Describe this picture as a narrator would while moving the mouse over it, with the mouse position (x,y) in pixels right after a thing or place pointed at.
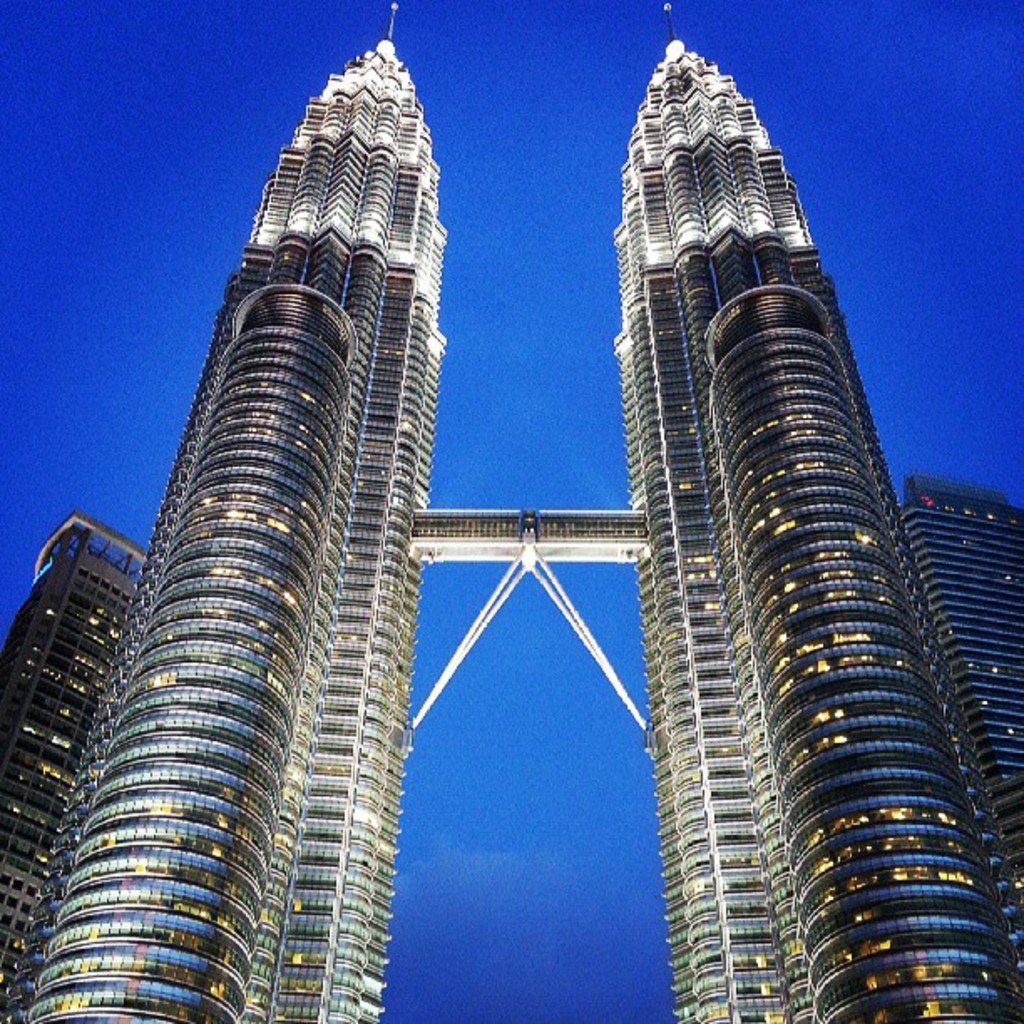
In this image we can see buildings (662,690), there are lights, there is a bridge (602,559) between two buildings (355,580), also we can see the sky (578,161).
